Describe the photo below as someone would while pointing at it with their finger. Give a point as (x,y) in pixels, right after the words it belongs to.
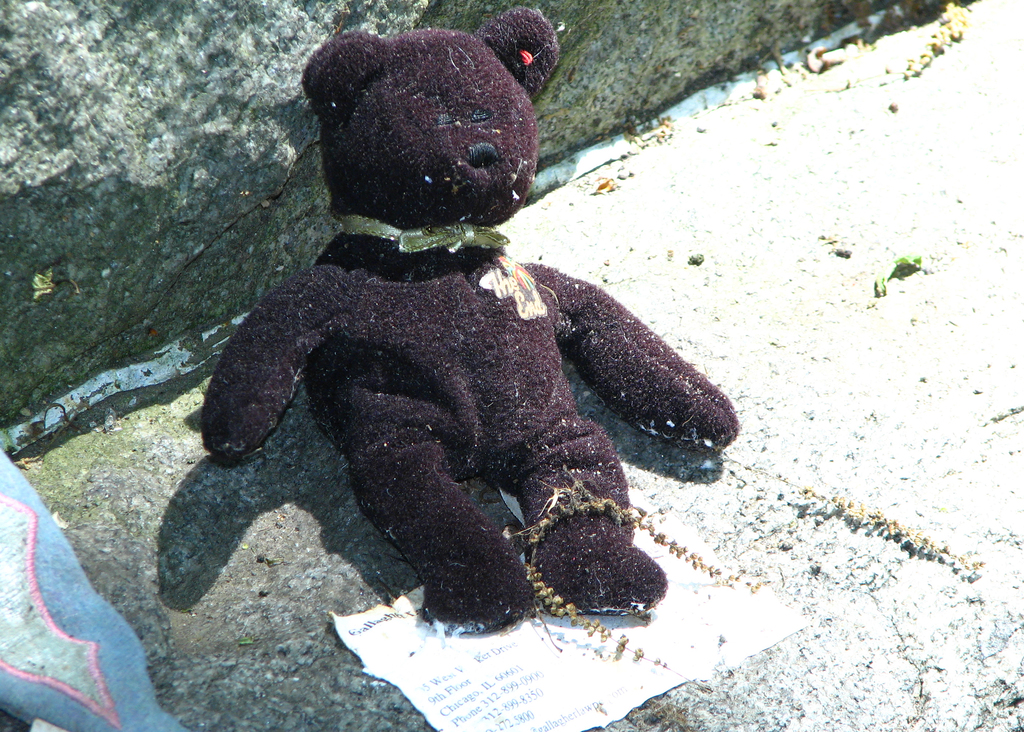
In this picture, we see the stuffed toy (490,365) in brown color. We even see the white paper (545,649) with some text (486,672) written on it. In the background (220,231), we see the rock (234,102). In the left bottom (47,638), we see an object (72,662) in blue color.
